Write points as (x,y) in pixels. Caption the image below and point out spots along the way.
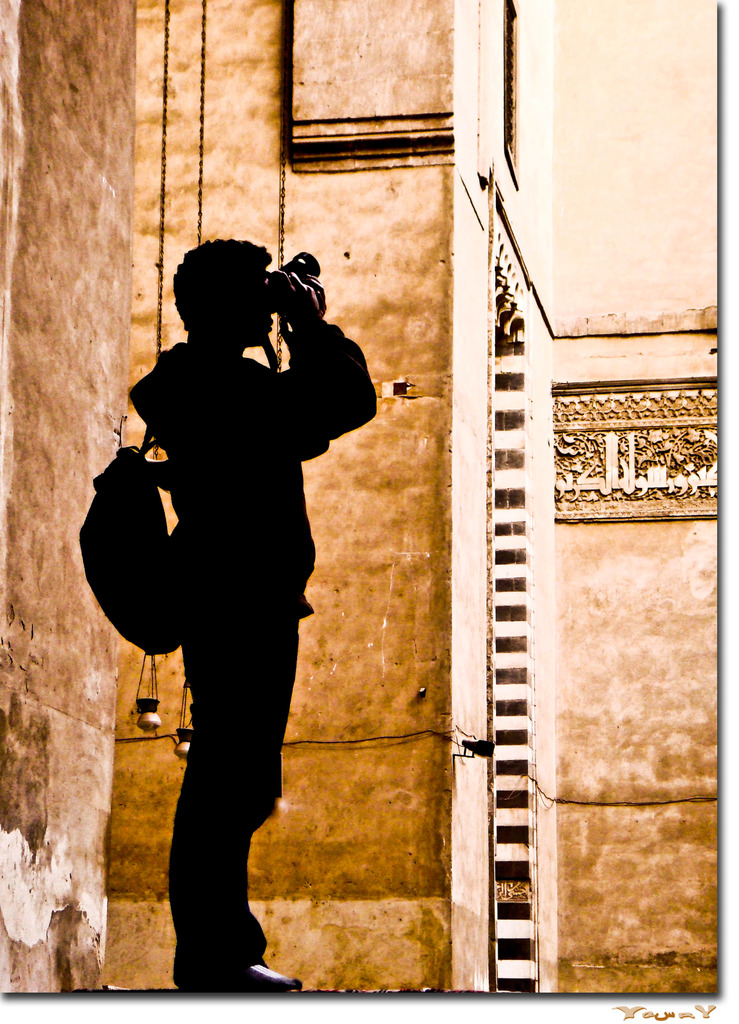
In the picture we can see a man (271,699) standing on the path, holding a camera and capturing something and he is wearing a bag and in the background (625,185) we can see a wall (661,699) with some paintings (577,477) on it.
